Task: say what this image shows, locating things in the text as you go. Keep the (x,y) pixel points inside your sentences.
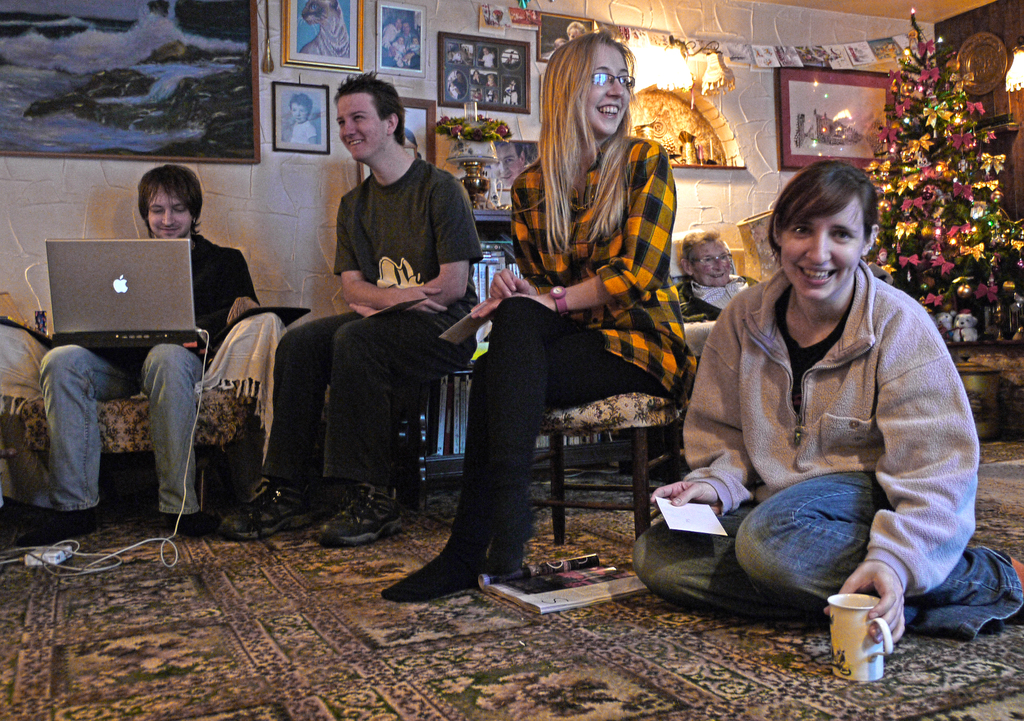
This is the picture of a room (742,118). In this image there are group of people (457,193) sitting and smiling. At the back (843,152) there are frames (143,83) and lights (662,88) on the wall (299,167) and there is a lamp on the table (500,212) and there are books (452,377) in the cupboard (457,372). On the right side of the image (892,207) there is a Christmas tree (1021,230) and there are lights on the tree (897,257) and there are objects (684,142) on the wall (754,177). At the bottom (404,617) there is a mat (569,617) and there are wires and there is a book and there is a person (645,577) sitting and smiling and holding the paper (695,516) and cup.
